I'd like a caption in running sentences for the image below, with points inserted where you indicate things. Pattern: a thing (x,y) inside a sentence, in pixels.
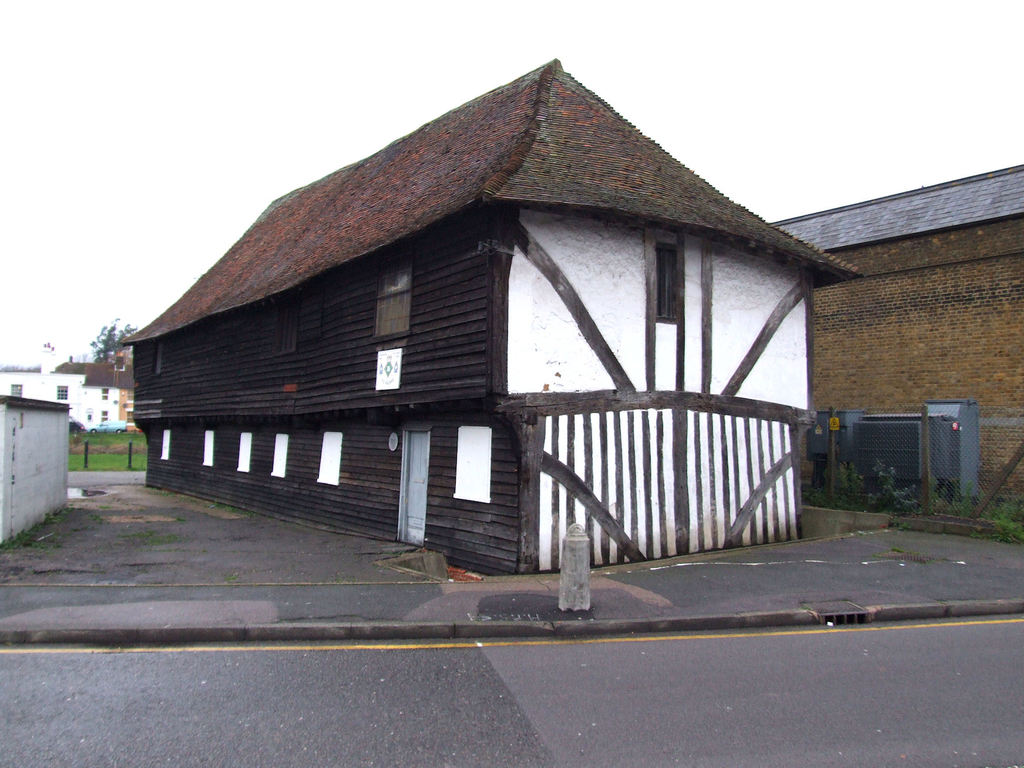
In the center of the image (629,286) we can see a building (612,281) with a door (406,489) and a group of windows (473,482). To the right side (961,453), we can see metal boxes (878,448) and a building (931,283). In the background (112,419), we can see a vehicle (105,430) and a group of buildings (82,397), tree (94,346) and sky (204,165).
